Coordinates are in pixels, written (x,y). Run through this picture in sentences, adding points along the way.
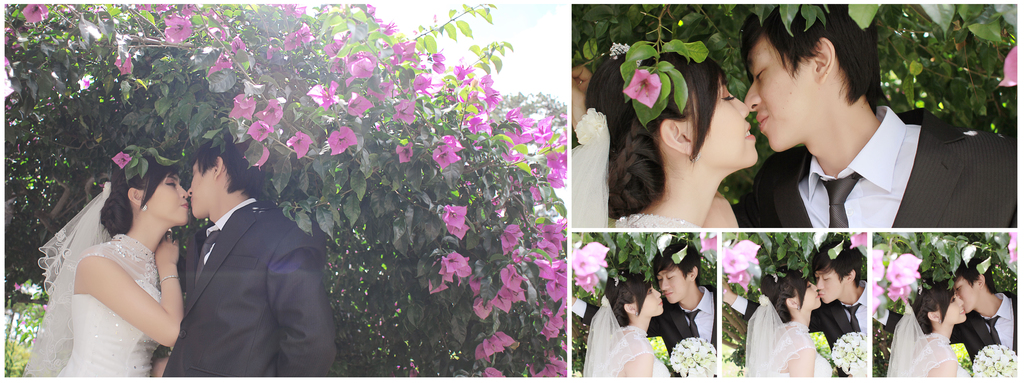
In this image I can see the collage picture in which I can see a person (232,258) wearing white shirt (219,225), black tie (213,242) and black blazer (243,305) and a woman (139,263) wearing white colored dress (114,345). I can see a flower bouquet (682,359) which is white in color and I can see few trees (501,265) which are green in color and few flowers (515,229) which are pink in color. In the background (528,23) I can see the sky (511,17).
